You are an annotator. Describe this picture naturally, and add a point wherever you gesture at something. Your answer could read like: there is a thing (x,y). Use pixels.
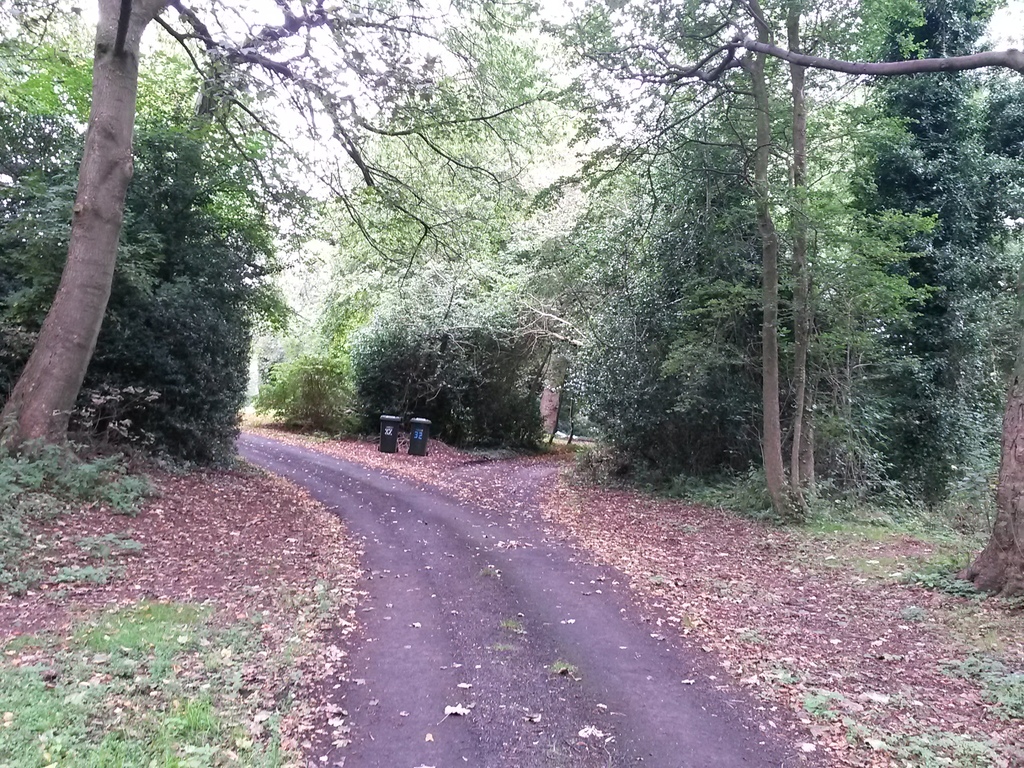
In this picture there is path (386,740) in the center of the image (466,471) and there are trees (31,193) on the right (906,248) and left side of the image (209,358).
